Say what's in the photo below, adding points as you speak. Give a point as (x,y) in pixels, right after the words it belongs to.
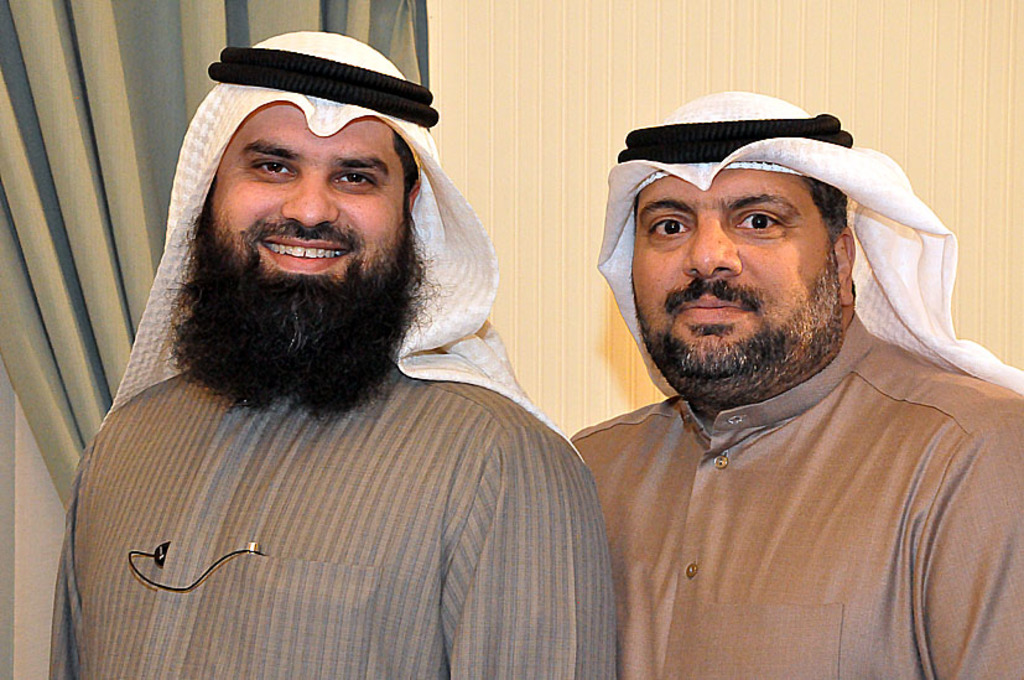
In this picture we can see two men (269,292) wore black color round shaped objects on heads (408,272) with white scarves (196,126) and smiling and at the back of them we can see the wall (506,91) and curtains (155,79).
